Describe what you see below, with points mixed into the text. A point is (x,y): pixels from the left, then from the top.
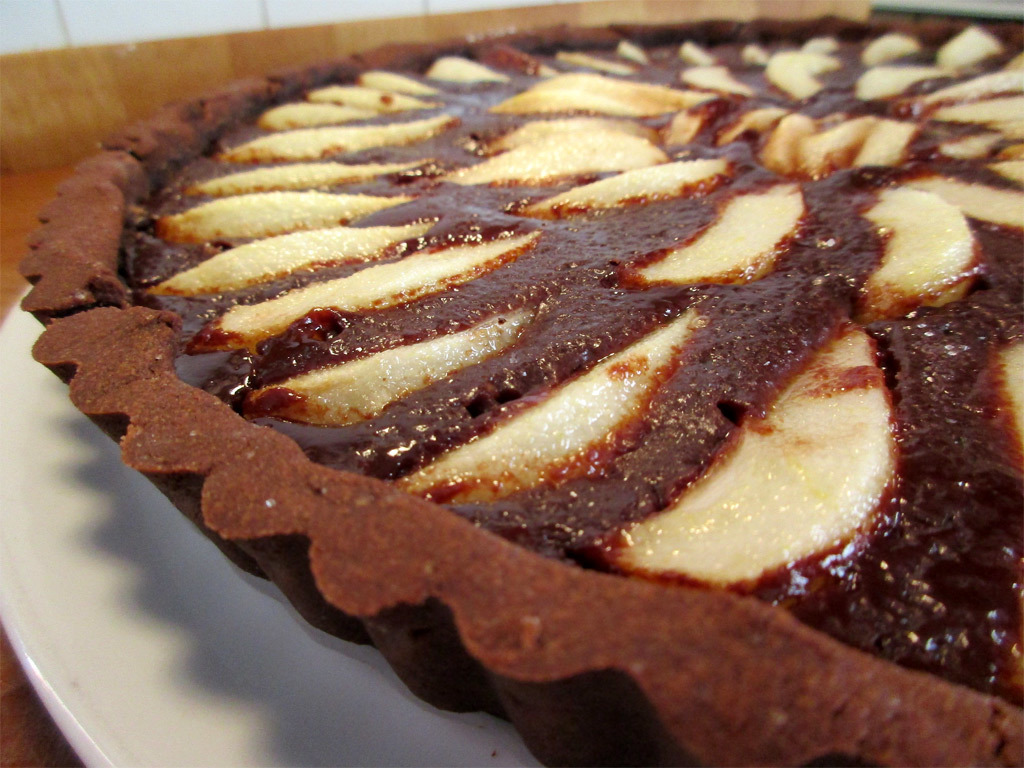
Here in this picture we can see a cake (632,278) present on the plate (302,742) over there and we can see chocolate filling (453,403) and pear slices (441,263) on the cake (556,452) present over there.
